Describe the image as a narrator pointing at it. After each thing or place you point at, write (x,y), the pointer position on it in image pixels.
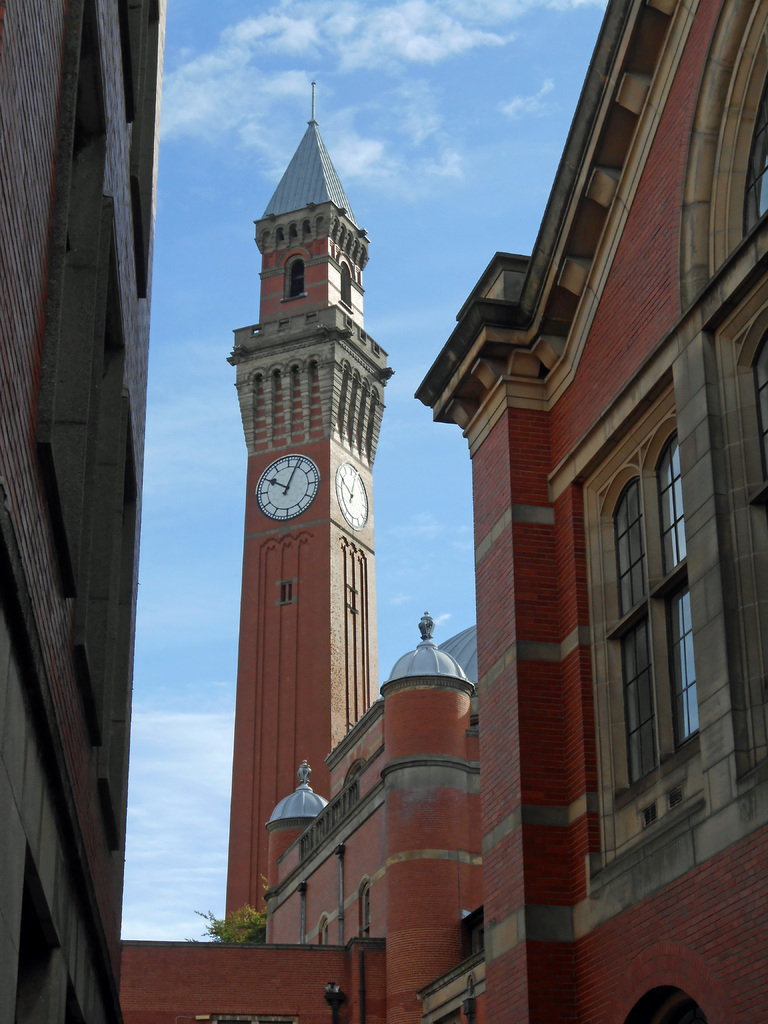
As we can see in the image, there are buildings (503,707) with red color and here there is a clock (293,489). On the top (426,178) there is a sky (482,126).
